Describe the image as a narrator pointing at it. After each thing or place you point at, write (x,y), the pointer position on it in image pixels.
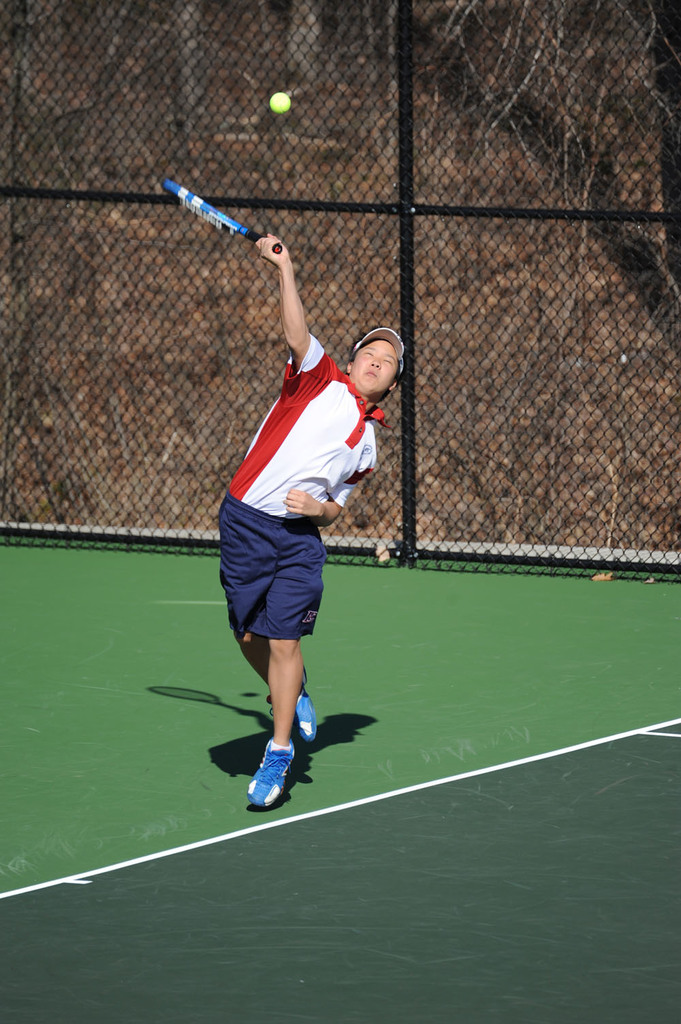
In this image I can see a person (321,500) wearing white, red and blue colored dress (324,472) is holding a bat (224,216) in his hand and I can see a ball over here. In the background (338,121) I can see the black colored railing (461,194), the tennis court (116,659), the ground (186,354) and few trees (496,121).
